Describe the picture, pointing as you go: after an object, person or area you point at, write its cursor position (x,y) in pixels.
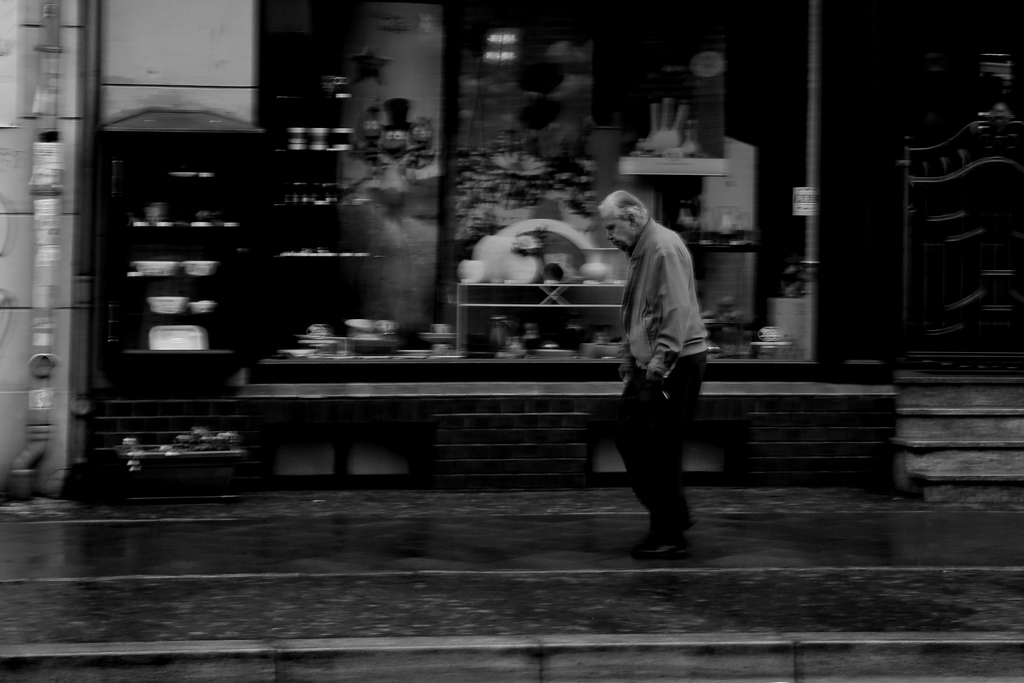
In the picture we can see black and white photograph on a man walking on the path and beside him we can see a shop (857,180) with glass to it and from the glass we can see some things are placed in the shop (840,277) and beside the shop (850,193) we can see a gate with some steps (909,440) near it.
